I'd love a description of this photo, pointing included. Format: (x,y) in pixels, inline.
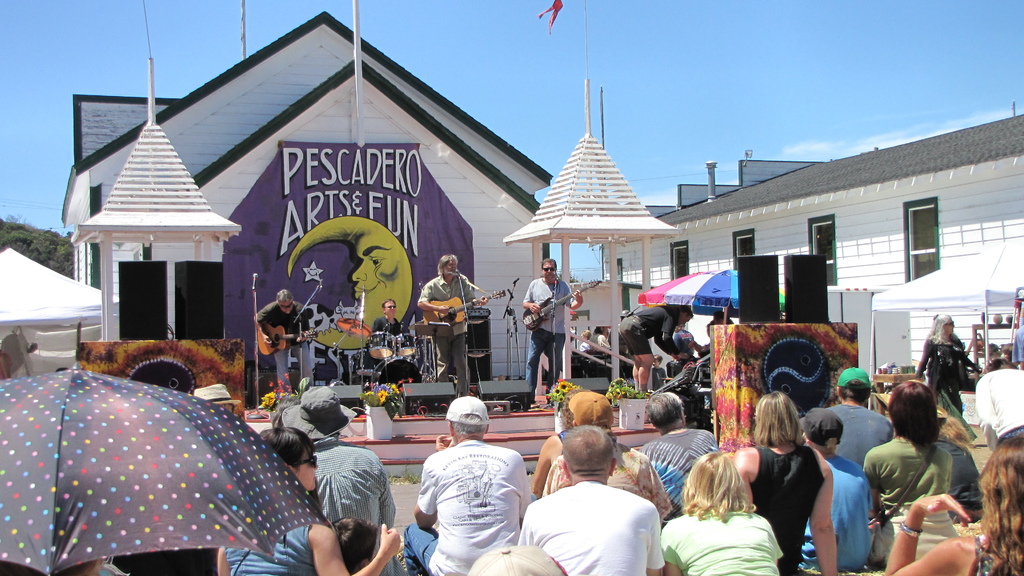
In this image I can see some people (751,473) are sitting. On the left side (178,484) I can see an umbrella (208,487). I can see some people (454,351) on the stage (426,380). I can also see the musical instruments (392,343). In the background (396,287), I can see the buildings (427,218), with some text (357,201) written on it. At the top (477,72) I can see the sky (509,77).
